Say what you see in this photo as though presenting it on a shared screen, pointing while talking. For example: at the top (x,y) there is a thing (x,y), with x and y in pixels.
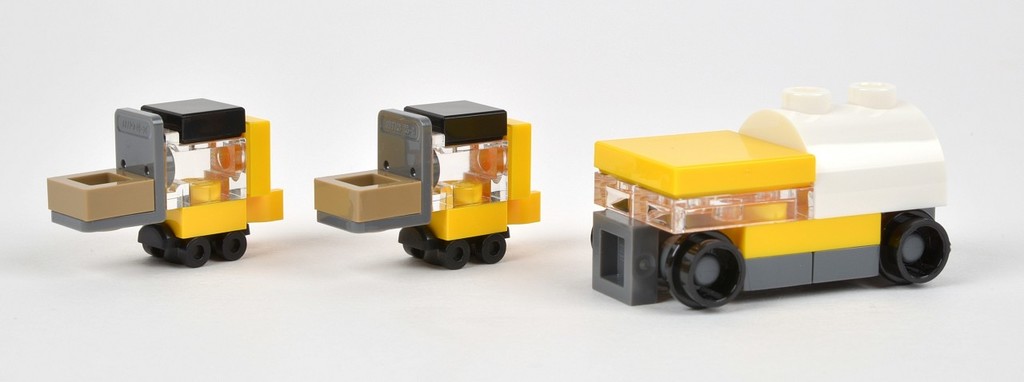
In this image, we can see toy vehicles (452,155) placed on the table (517,315).
